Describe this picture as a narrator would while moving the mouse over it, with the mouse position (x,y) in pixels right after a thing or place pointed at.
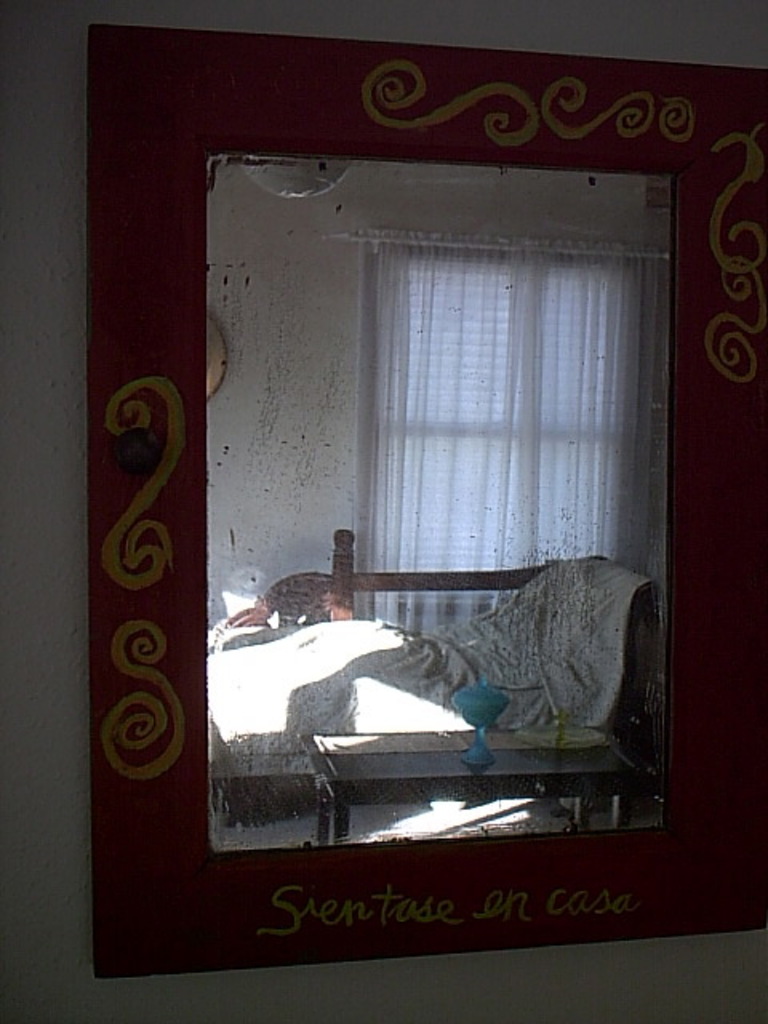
In this picture we can see a mirror (186,257) on the wall (43,495), and we can find a sofa (352,689), table (349,740) and curtains (525,379) in the mirror reflection (387,536).
